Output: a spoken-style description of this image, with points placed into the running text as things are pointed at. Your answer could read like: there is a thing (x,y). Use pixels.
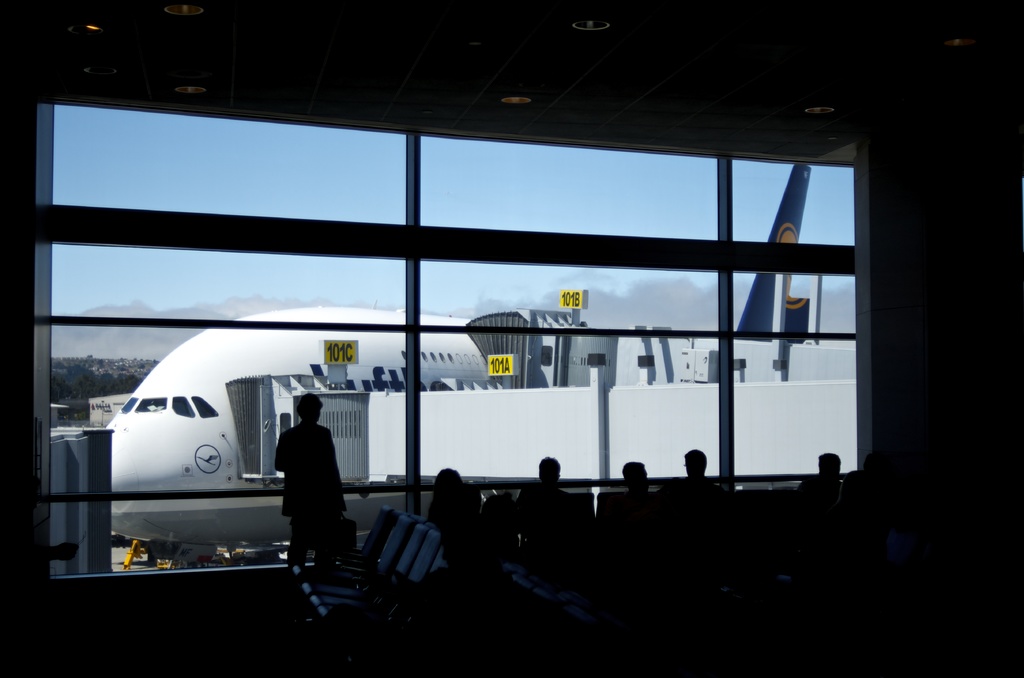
This is an inside view of a room (262,581). At the bottom of the image (449,506) I can see few people (479,528) are sitting on the chairs (376,579) and one person (312,491) is standing. Here I can see a window (529,357) through which we can see the outside view. In the outside, I can see an aeroplane (220,388) on the land (119,562). In the background (94,386) there are some trees (70,378) and on the top (122,157) I can see the sky (178,154).
